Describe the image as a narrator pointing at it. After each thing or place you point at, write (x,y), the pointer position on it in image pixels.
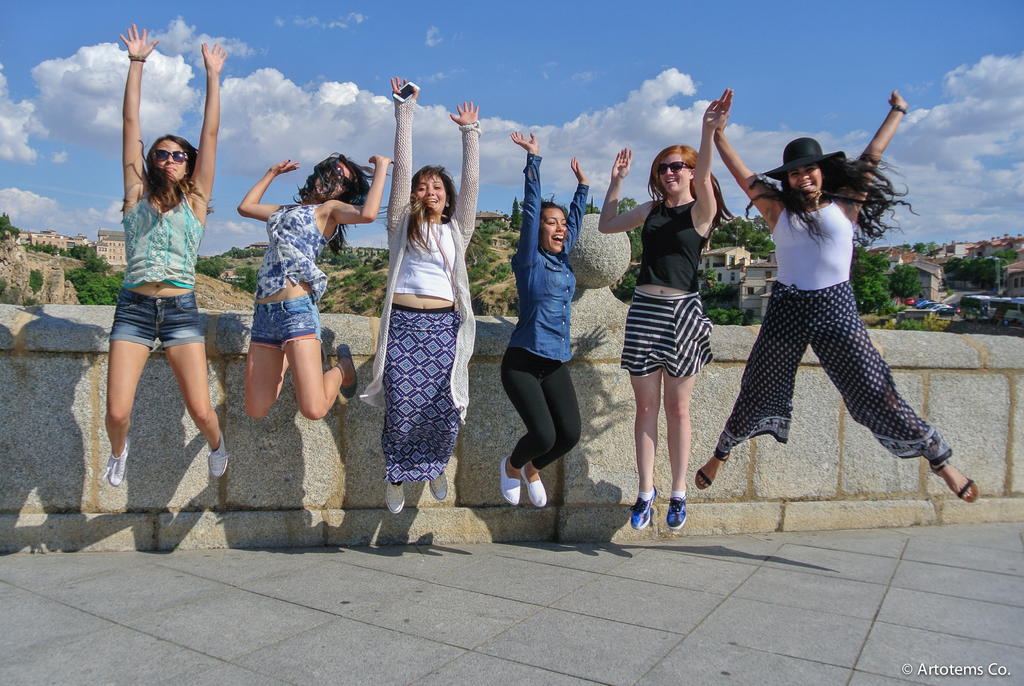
In this image we can see these women (521,260) are in the air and smiling. In the background (173,454), we can see the stone wall (972,399), stone buildings (104,242) on the hills (56,279), trees (905,293), vehicles (948,304) moving on the road (956,292) and the sky (376,102) with clouds (75,102). Here we can see a watermark (927,668) on the bottom right side of the image (994,673).
